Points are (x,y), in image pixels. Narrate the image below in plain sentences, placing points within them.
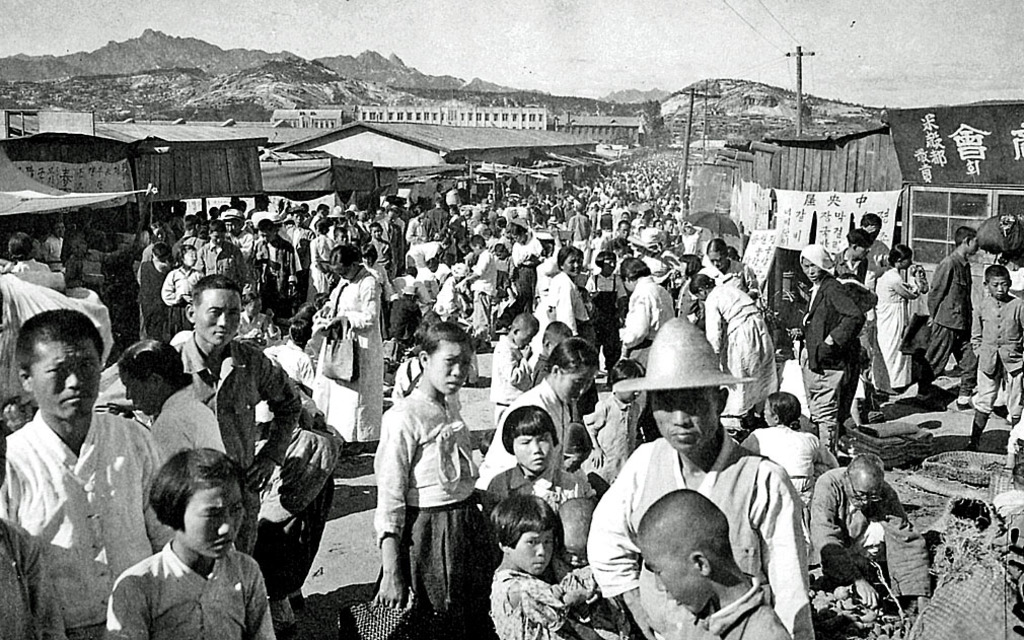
This is a black and white image. In this image we can see hills (273,79), sky (515,55), electric poles (689,133), electric cables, buildings (407,139), sheds (246,123), tents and persons (529,359) standing on the ground (361,508).
